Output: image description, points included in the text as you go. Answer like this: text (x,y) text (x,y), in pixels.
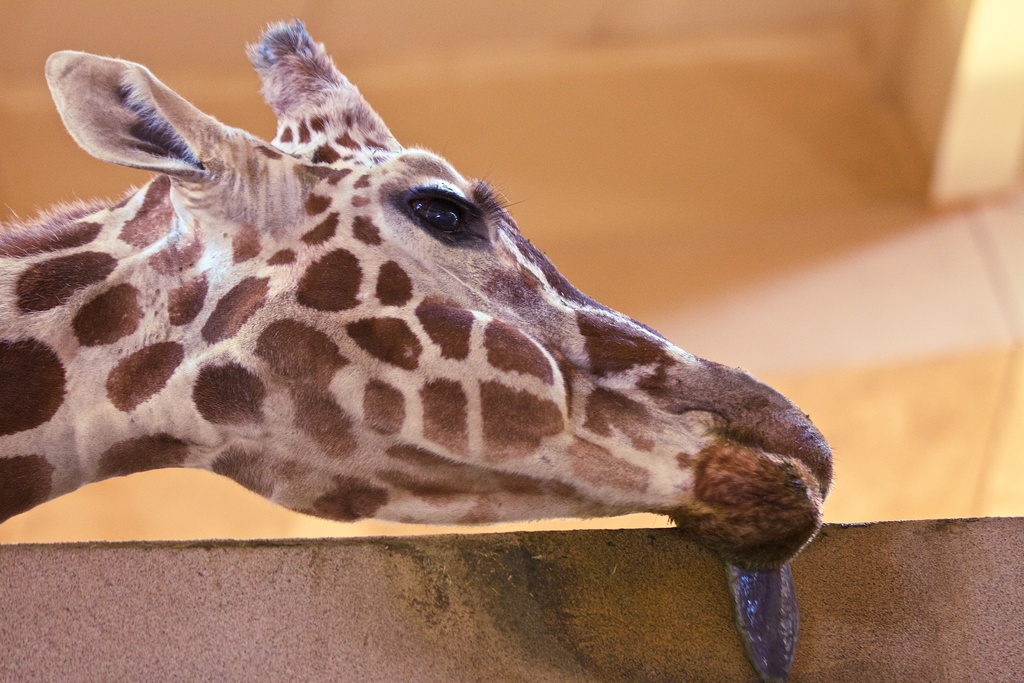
In this image I can see a giraffe (220,330) in cream and brown color. Background (648,43) is in brown color.
